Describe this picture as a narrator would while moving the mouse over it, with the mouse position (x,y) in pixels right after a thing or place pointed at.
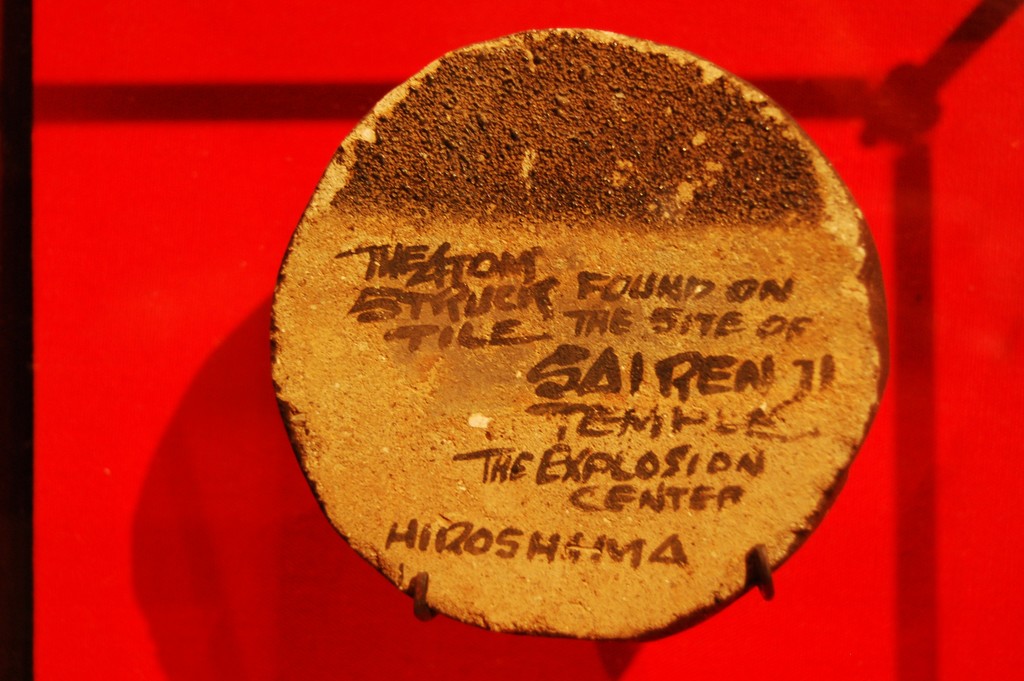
In this image, It looks like a tile (428,276) with the letters (402,333) written on it. I can see a shadow (907,118) of an object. The background (102,586) looks red and black in color.
